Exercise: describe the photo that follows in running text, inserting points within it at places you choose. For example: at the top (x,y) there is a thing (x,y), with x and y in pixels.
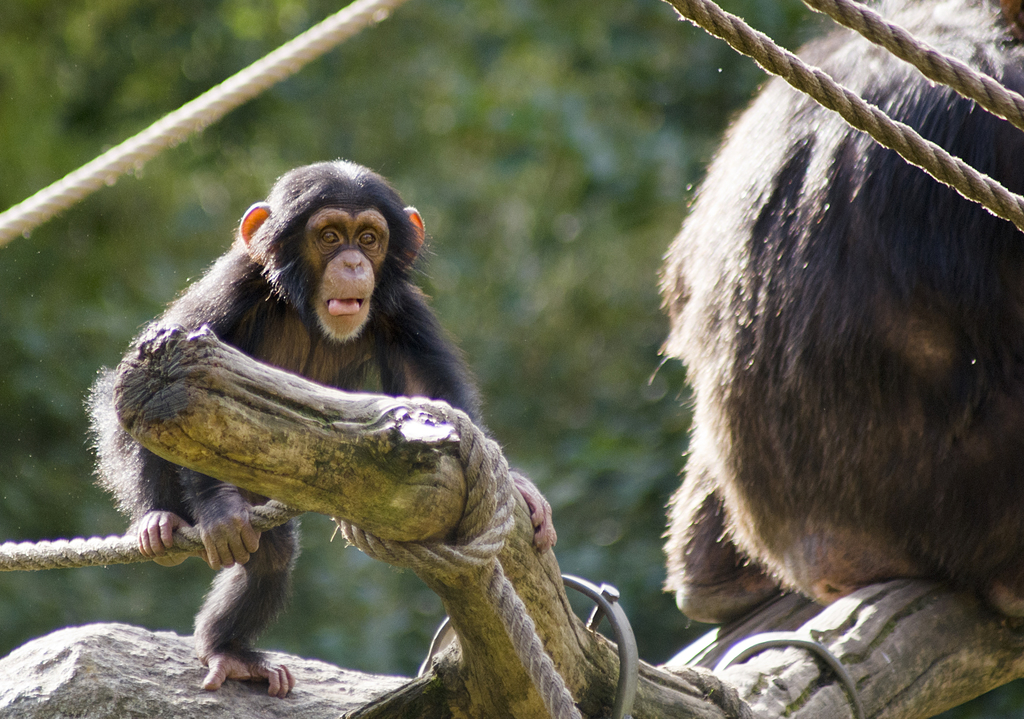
In this picture I can see some monkeys (242,664) are on the tree trunk (669,666), we can see some ropes (375,539) tied to the trees trunks (345,473).
